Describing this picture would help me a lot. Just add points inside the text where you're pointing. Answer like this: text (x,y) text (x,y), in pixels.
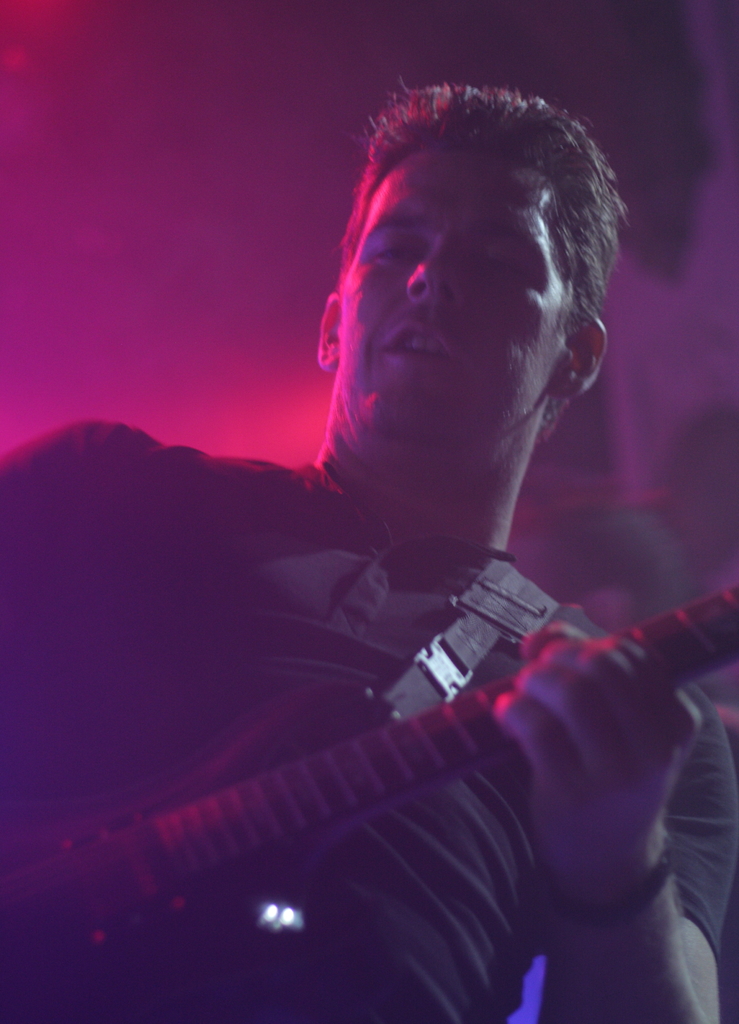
In this picture there is a person (378,709) wearing black dress (182,621) is holding a guitar (478,713) in his hand (505,725) and the background (210,161) is in pink color.
